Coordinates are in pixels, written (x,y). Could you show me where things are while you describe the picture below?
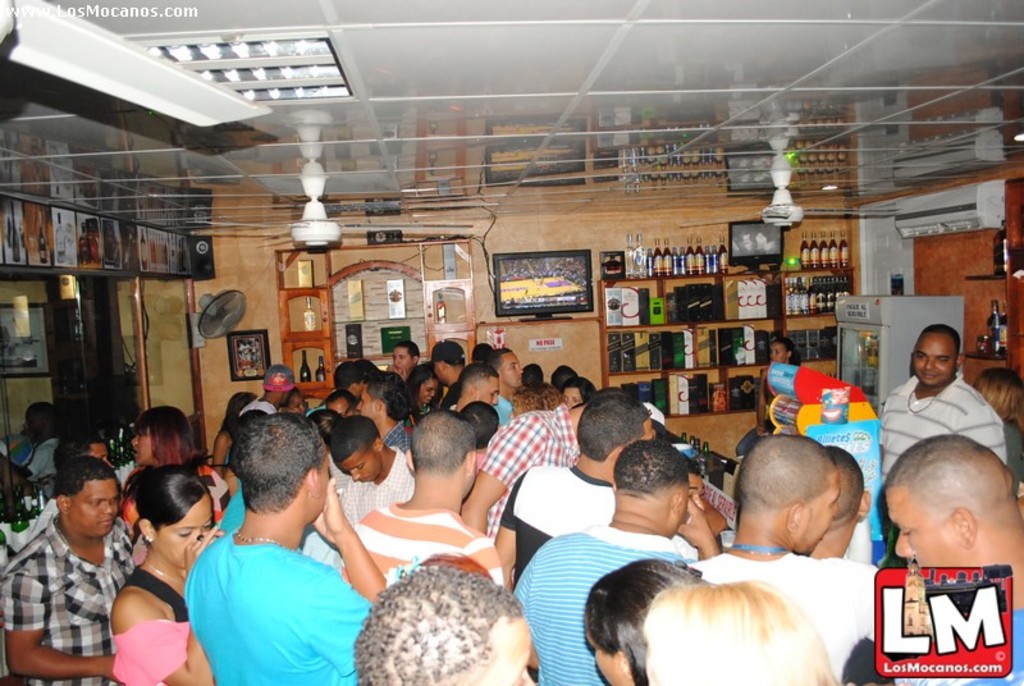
In this picture I can see there is a group of people (525,384) standing and they are wearing shirts (204,578), there is a woman (175,545) standing and drinking. There is a fan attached to the ceiling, there are lights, there is a man (949,364) standing on the right side (931,366) and there is a refrigerator (853,338), air conditioner (943,217) and there are wine bottles (1006,239) arranged on the shelves (296,291) and there are few other bottles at left side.
